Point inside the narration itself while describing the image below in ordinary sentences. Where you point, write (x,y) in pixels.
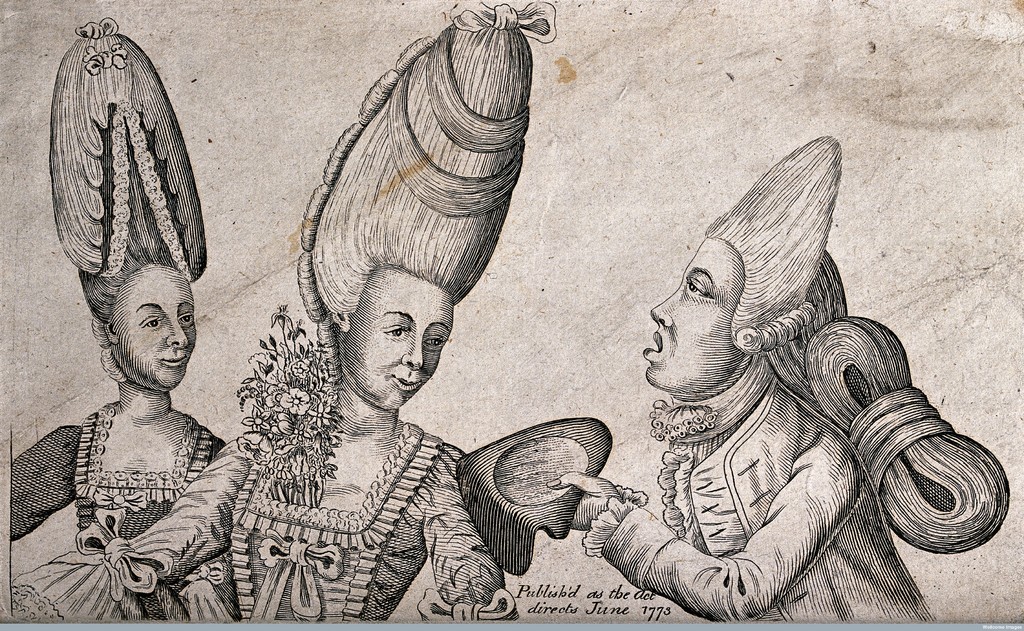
It is a drawing (293,534) of three people (392,565) and below the drawing (703,614) there is some information (557,605) mentioned about the picture.
